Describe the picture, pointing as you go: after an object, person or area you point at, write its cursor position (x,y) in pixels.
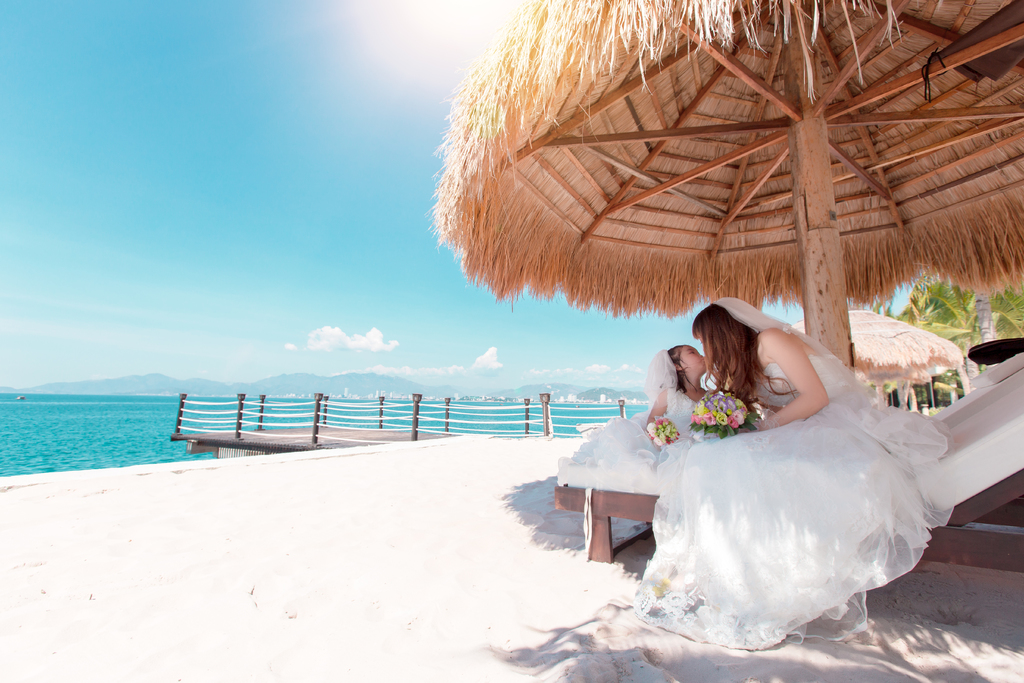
In this image we can see a woman (705,326) and a girl (671,365) holding bouquets (739,415) in their hands (771,415) and sitting on the chaise lounge (620,544) under a parasol (815,246). In the background (415,415) there are walkway bridge (318,427), seashore (113,508), sea (192,398), hills (405,384) and sky (348,241) with clouds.
